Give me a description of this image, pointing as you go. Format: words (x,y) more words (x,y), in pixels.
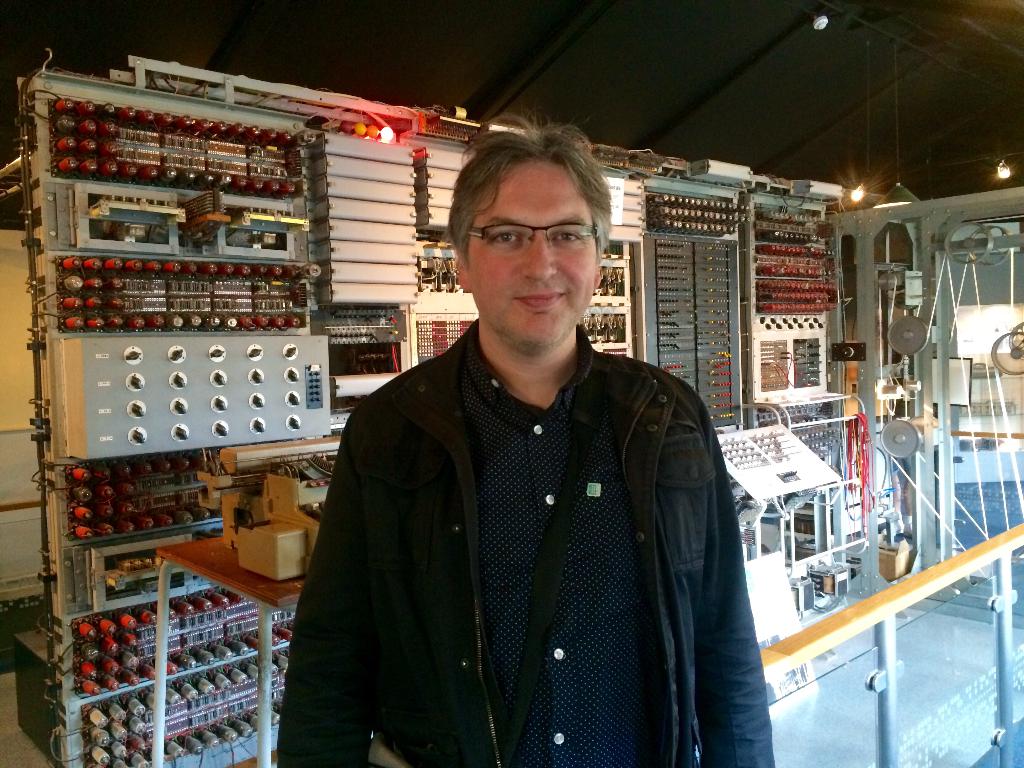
This is the man (571,576) standing and smiling. He wore a jerkin (412,600), shirt (538,517) and spectacles (519,241). I think these are the kind of control panels (298,362) and electronic devices (353,334). This is the table (203,554) with an object (264,564) on it. I can see the glasses (865,668). Here is the roof (829,70).
